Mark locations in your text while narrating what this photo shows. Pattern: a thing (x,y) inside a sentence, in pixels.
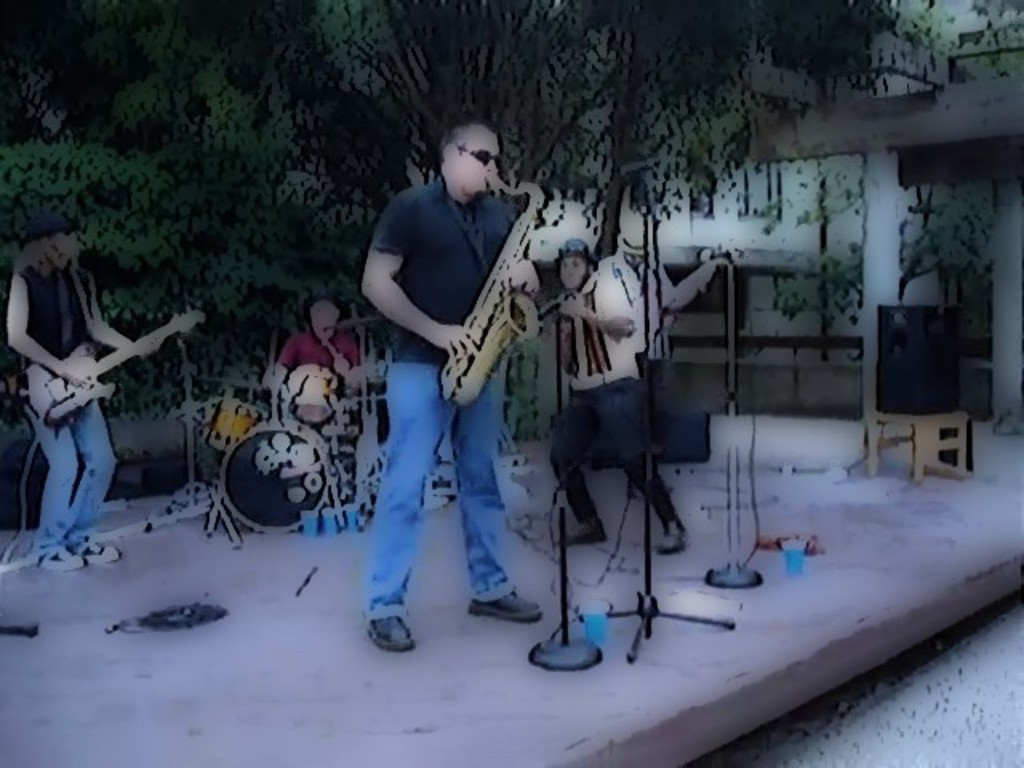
This image consists of few persons (418,418). They are playing musical instruments (298,454). It looks like the image is edited. In the background (161,264), there are trees (41,196). At the bottom (477,705), there is a floor (515,679).
